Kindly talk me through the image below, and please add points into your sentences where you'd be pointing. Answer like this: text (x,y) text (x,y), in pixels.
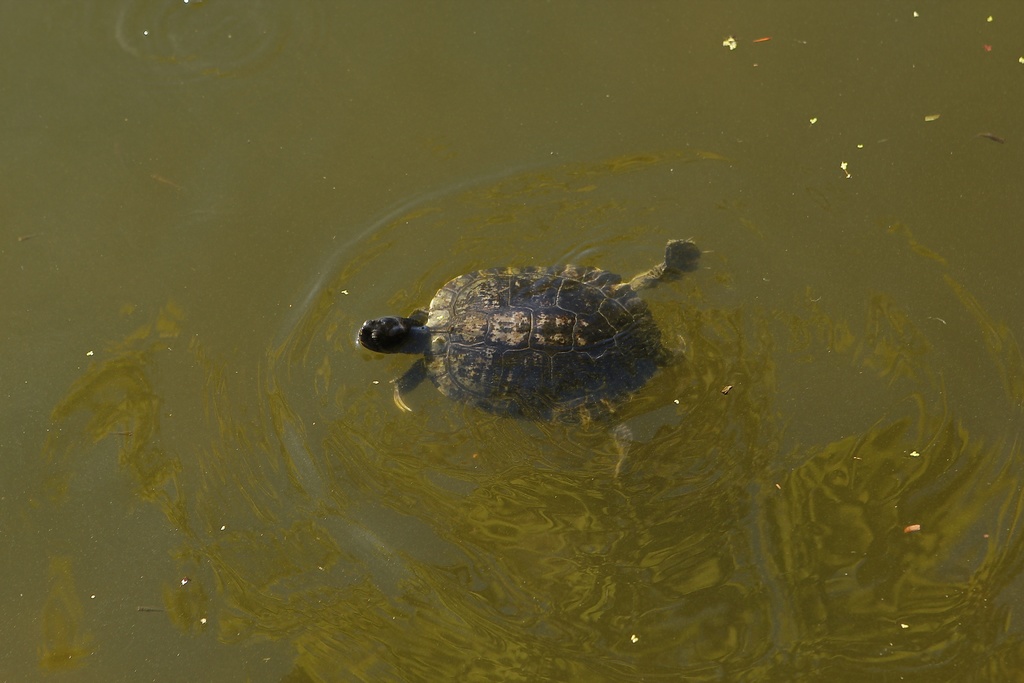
In the image we can see there is a water (500,116) in which a tortoise (565,337) is swimming.
